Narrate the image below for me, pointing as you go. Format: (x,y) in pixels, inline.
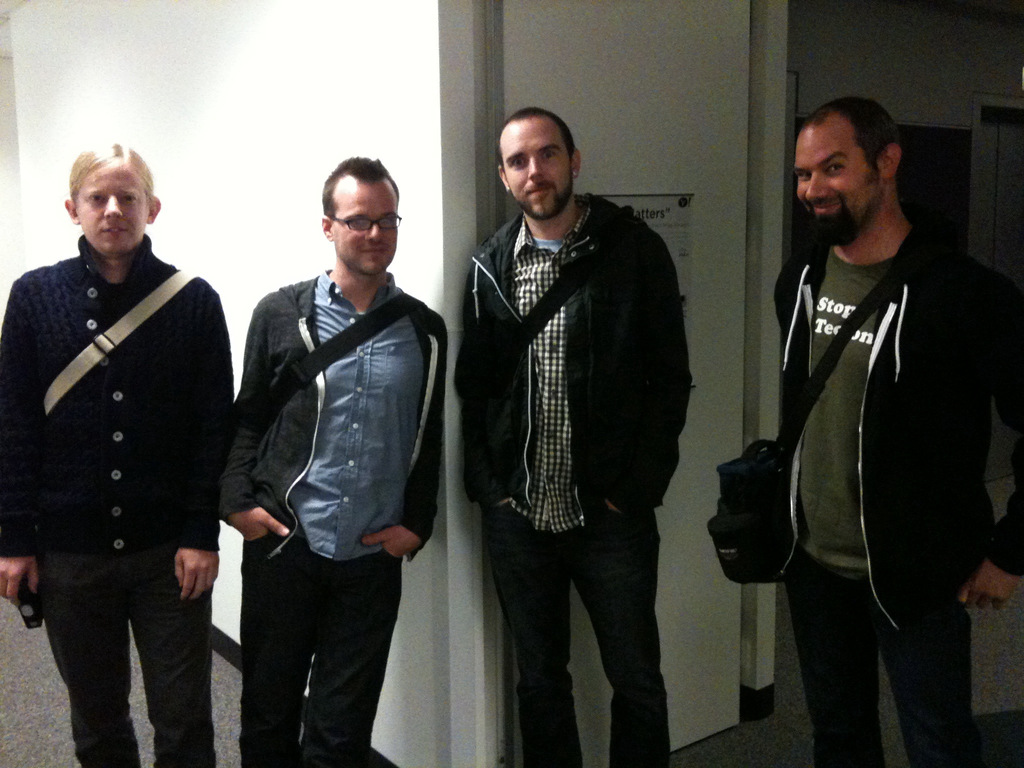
On the right side of the picture (908,463) we can see a man (866,345) wearing a bag (776,495) with a good pretty smile (831,199) on his face (834,212) with lifting his eyebrow (831,158). Beside this man (901,346) there is other man (561,380) wearing a bag (535,337) and jacket (636,359) and also we can see the other person (340,457) wearing specs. On the left side of the picture (112,394) there is a person (138,446) standing. This a wall (287,60). This is a floor (32,717).
